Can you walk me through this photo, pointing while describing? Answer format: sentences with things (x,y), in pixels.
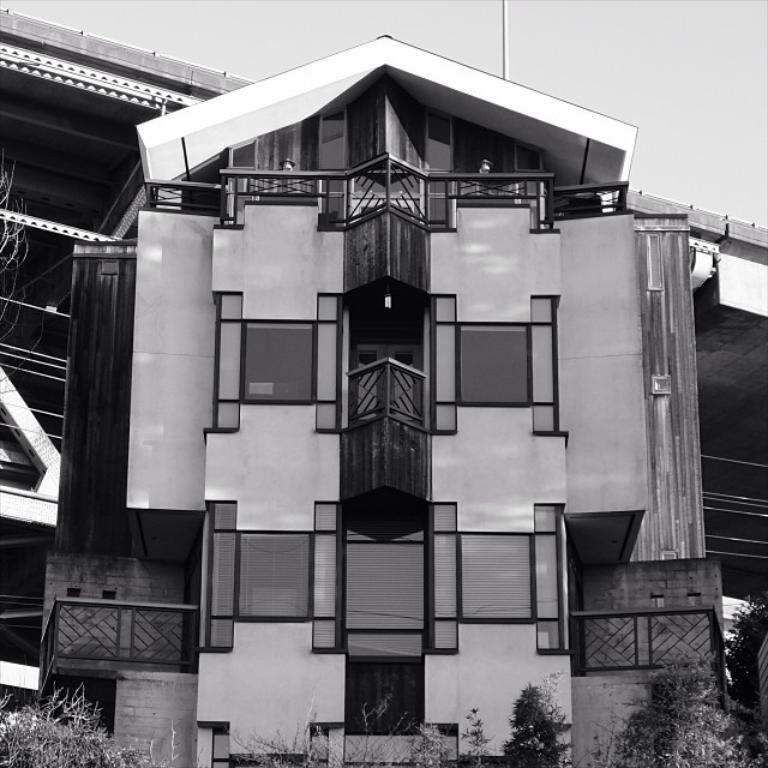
This is the black and white image where we can see the trees (21,713), buildings (426,493) and the sky (166,31) in the background (166,31).
